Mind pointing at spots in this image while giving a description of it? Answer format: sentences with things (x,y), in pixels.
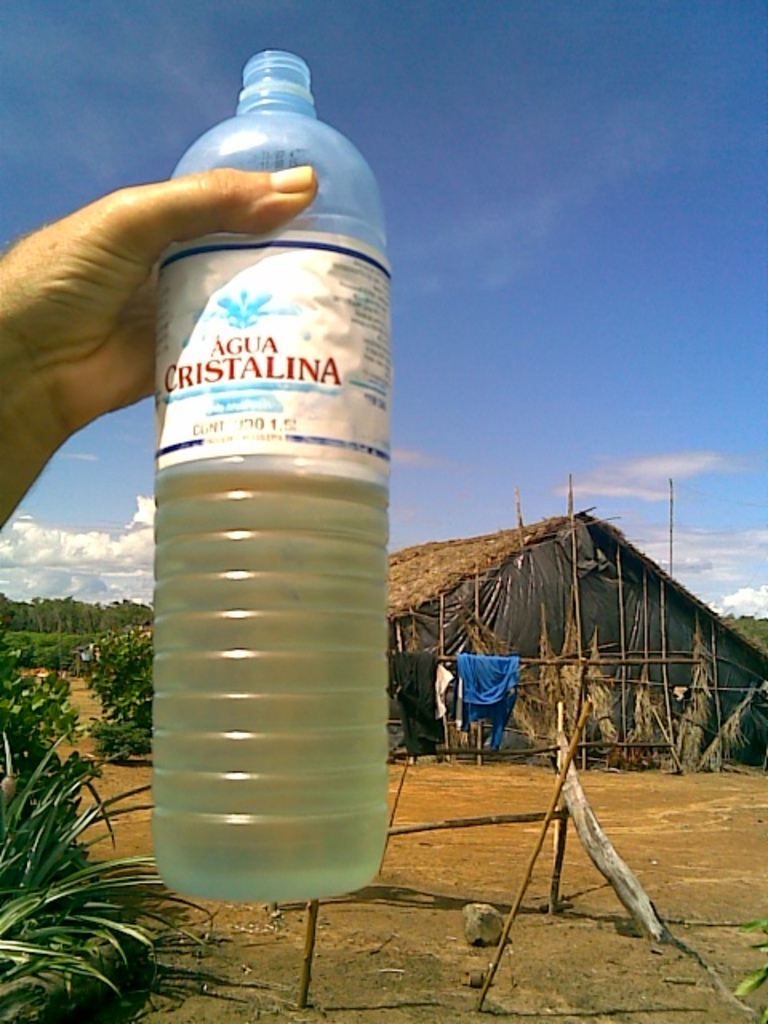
In the image, there is a bottle (277,708), a hand (104,235) holding the bottle (172,274) it looks like a man's hand (123,261), in the background (509,645) there is a hut (520,653) and there are some clothes (480,674) hanged to the pole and there are some other trees (47,708) and plants (64,638) and there is also sky (124,469) and some clouds (95,552).
